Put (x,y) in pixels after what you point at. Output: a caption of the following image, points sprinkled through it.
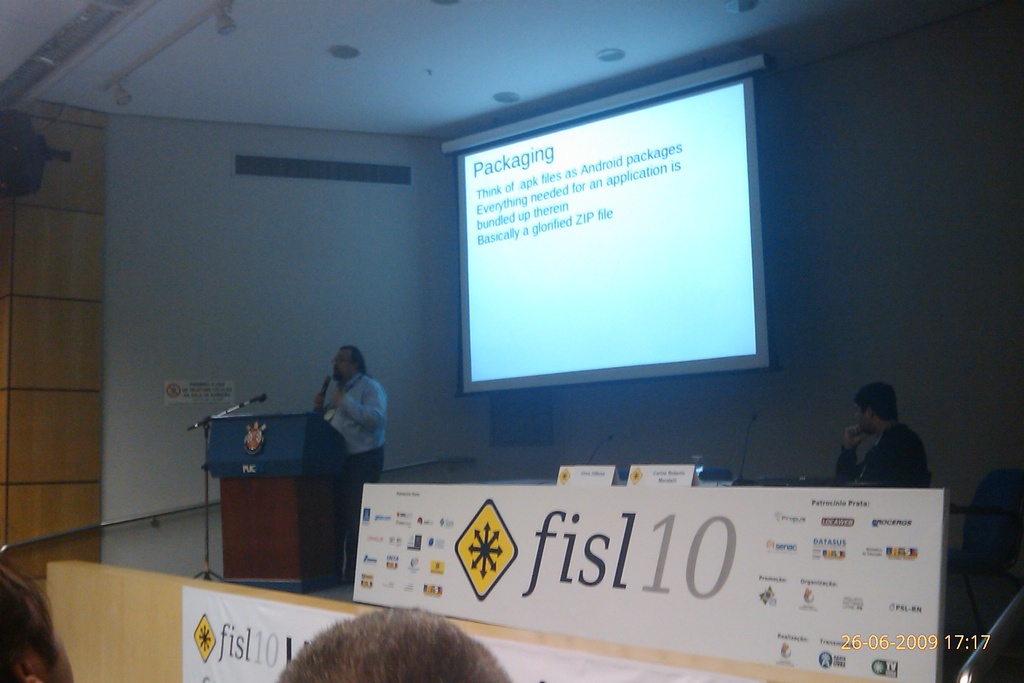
In this image I can see a person (356,432) standing in front of the podium (333,434). I can see a mic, stand (218,418) and white color board (382,521) on the stage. Back I can see a screen (594,178) and white color wall (125,243).
